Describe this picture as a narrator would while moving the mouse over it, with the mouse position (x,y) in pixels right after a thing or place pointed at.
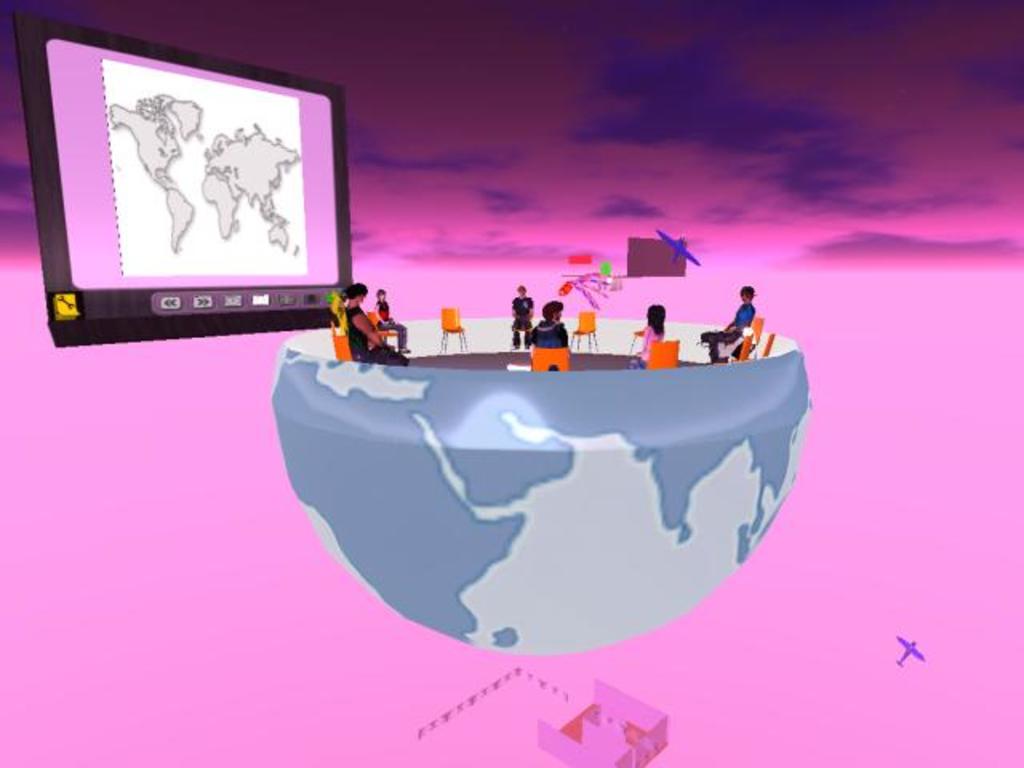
On the top left (95,63) I can see a screen (255,312). In the middle (354,319) I can see group of people (356,290) are sitting on the chairs (660,360) on the floor (444,363) and an aircraft's (912,654). The background (761,646) is pink in color. This image is taken may be during a day.
